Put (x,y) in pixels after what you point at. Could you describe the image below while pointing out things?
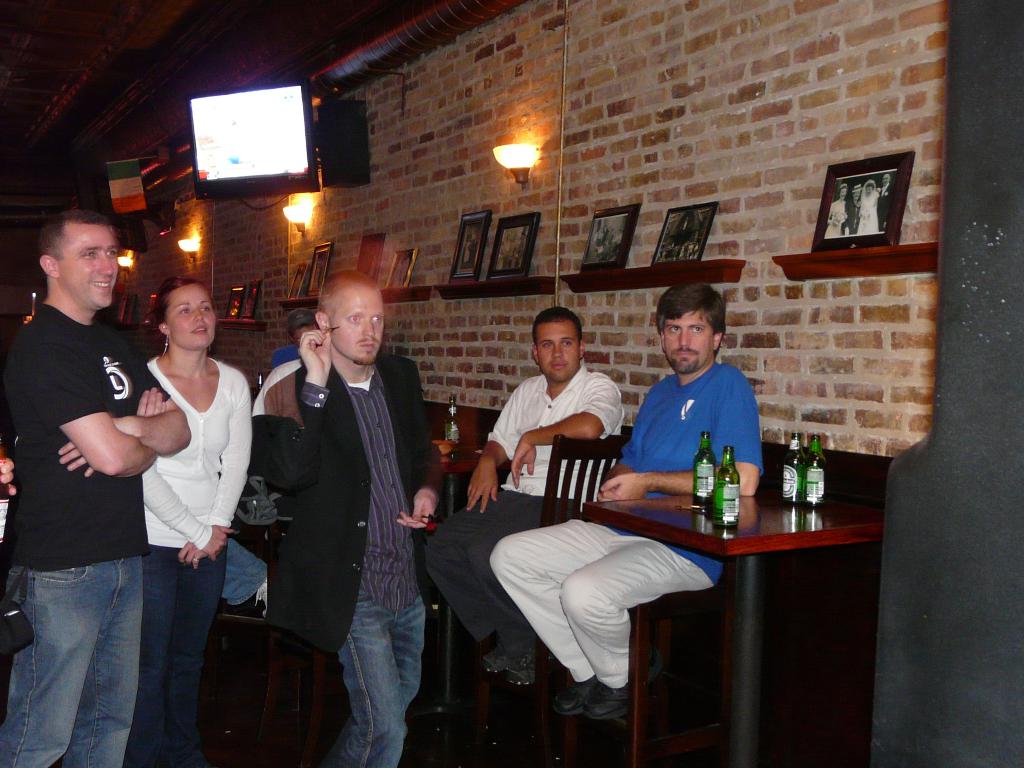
This picture is clicked inside a restaurant (724,105). There are people (608,387) sitting on chairs (557,463) at the tables (695,522) and some of them are standing. On the table (712,527) there are bottles (738,485). To the wall (842,343) there are open shelves (646,281) and in it there are picture frames (463,266). There is television (262,167) and wall lamps (504,162) on the wall (484,101).
